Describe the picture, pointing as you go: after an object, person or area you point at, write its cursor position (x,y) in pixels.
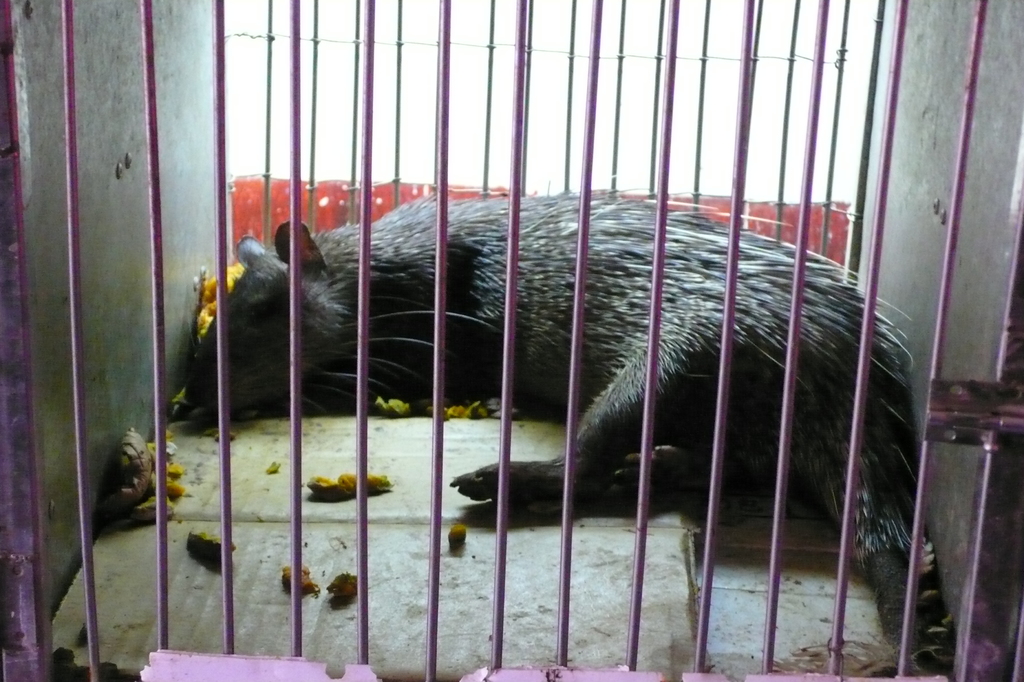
In this image we can see a porcupine (592,342) in the cage (87,332) and there are some things (344,488).
